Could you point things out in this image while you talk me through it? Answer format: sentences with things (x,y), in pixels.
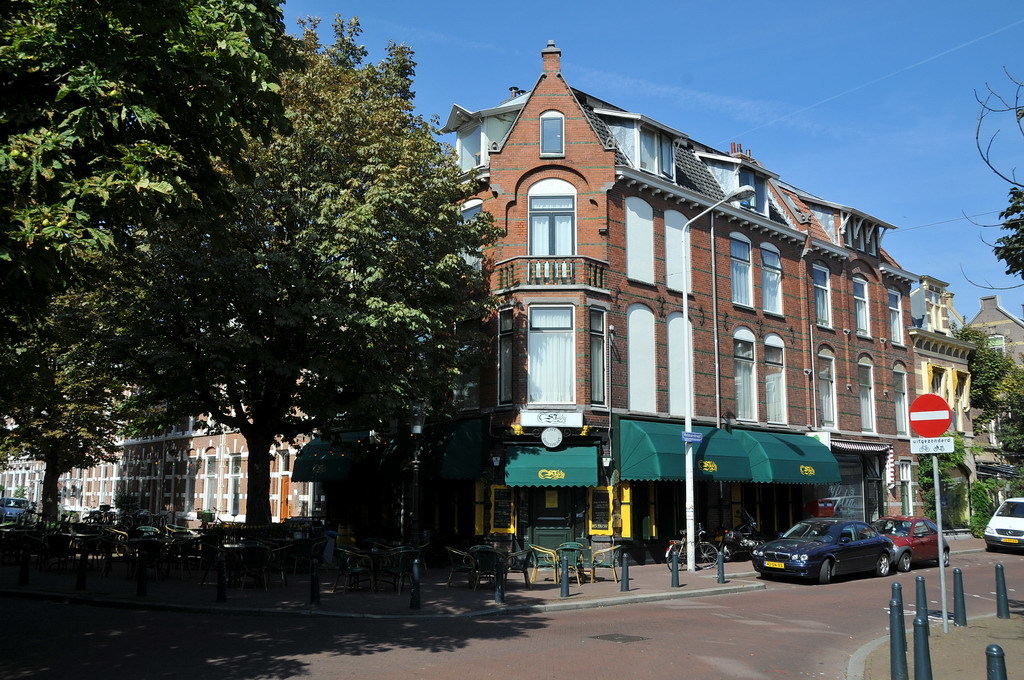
In the image we can see there are many buildings (714,341) and these are the windows (779,295) of the buildings (768,316). There are even vehicles (839,542) on the road (865,582), these are the poles (896,584) and there are even trees (366,356) around. Here we can see a sky (793,122).
